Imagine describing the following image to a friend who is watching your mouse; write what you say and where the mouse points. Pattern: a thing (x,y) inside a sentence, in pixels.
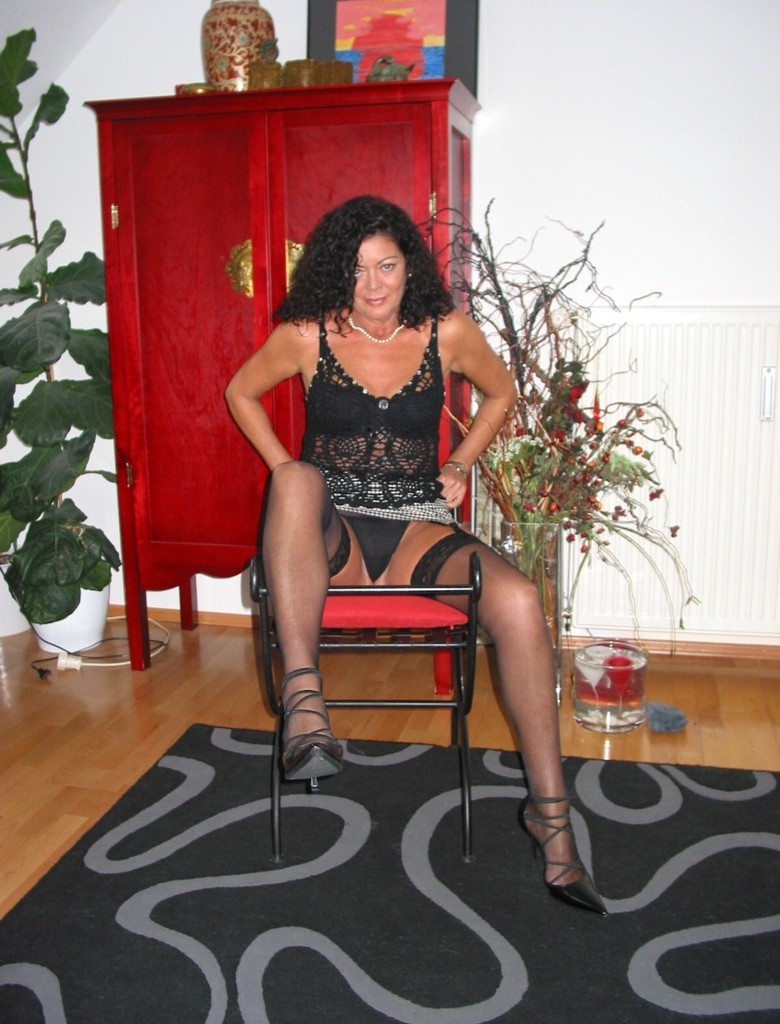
In this picture we can see a woman (382,207) sitting on a chair (438,621). Here we can see objects (668,707) on the floor (682,732). This is a floor carpet (472,950). In the background (389,28) we can see a frame (403,31), vase (237,21) and other objects (340,69) on a cupboard (256,158). This is a house plant (69,524) with a pot (102,605). In the background (603,146) we can see a wall (655,163) painted with white paint (652,168).
